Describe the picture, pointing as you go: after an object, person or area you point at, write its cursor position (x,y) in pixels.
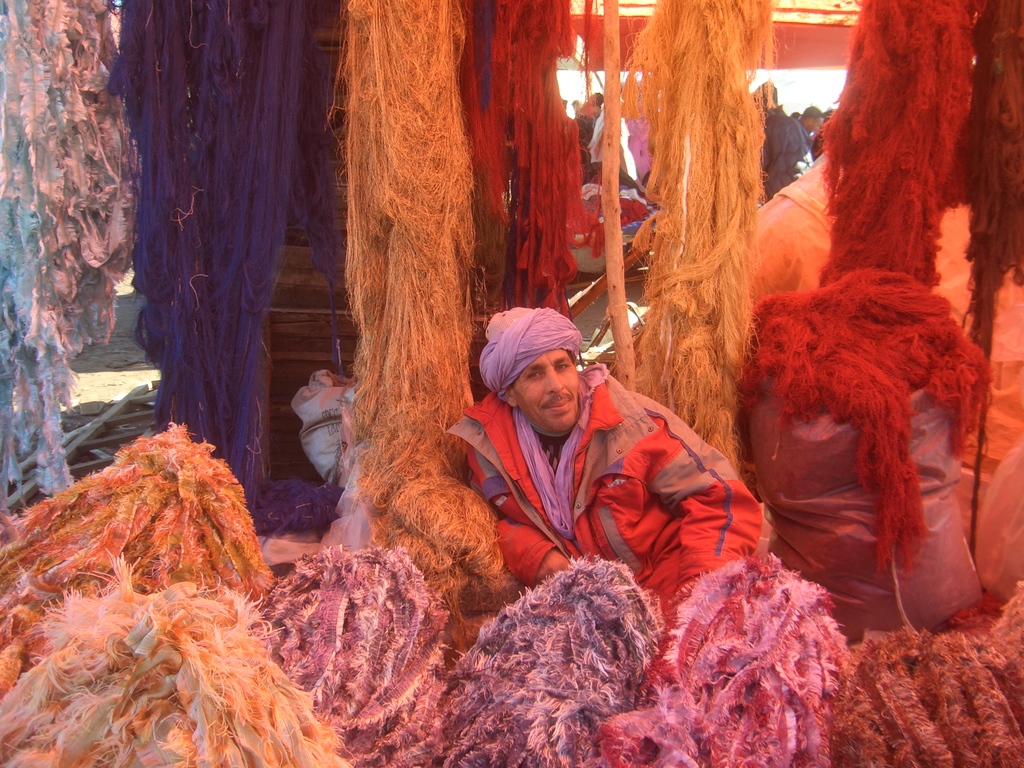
In this image there is a person (700,473) sitting, around the person (533,410) there is a large quantity of wool (541,667).
